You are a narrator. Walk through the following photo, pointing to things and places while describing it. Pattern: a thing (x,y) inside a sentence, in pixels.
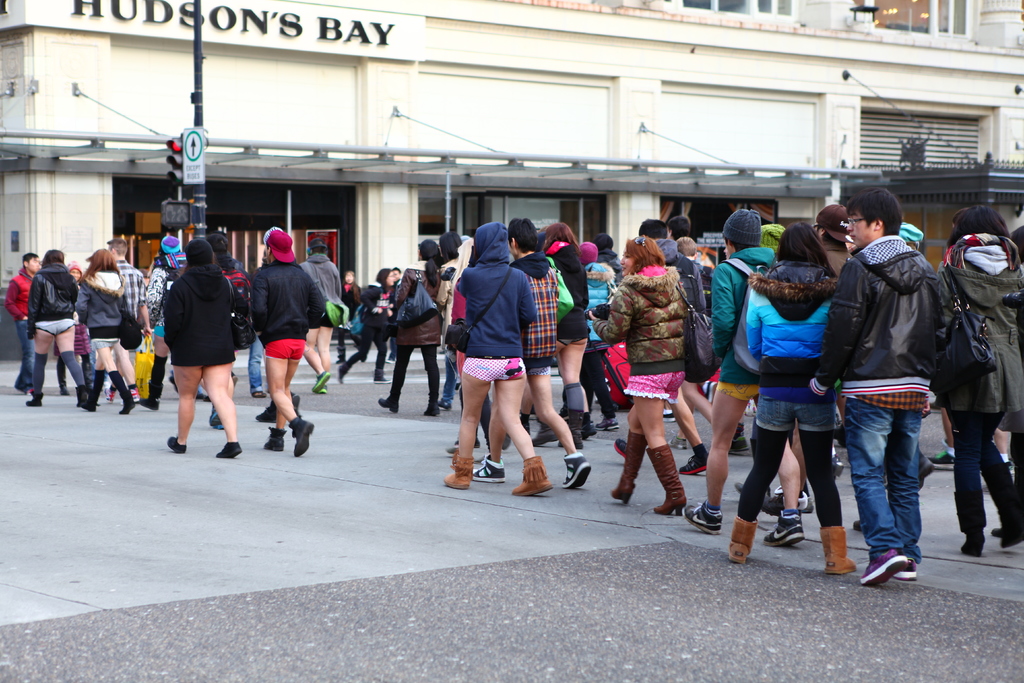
In this image we can see a crowd (534,341) walking. Some are wearing caps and some are holding bags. In the back (208,74) there is a building (415,54) with a name (352,21). Also there is a traffic signal (168,160) with a pole (201,201) and a sign board (201,169).
